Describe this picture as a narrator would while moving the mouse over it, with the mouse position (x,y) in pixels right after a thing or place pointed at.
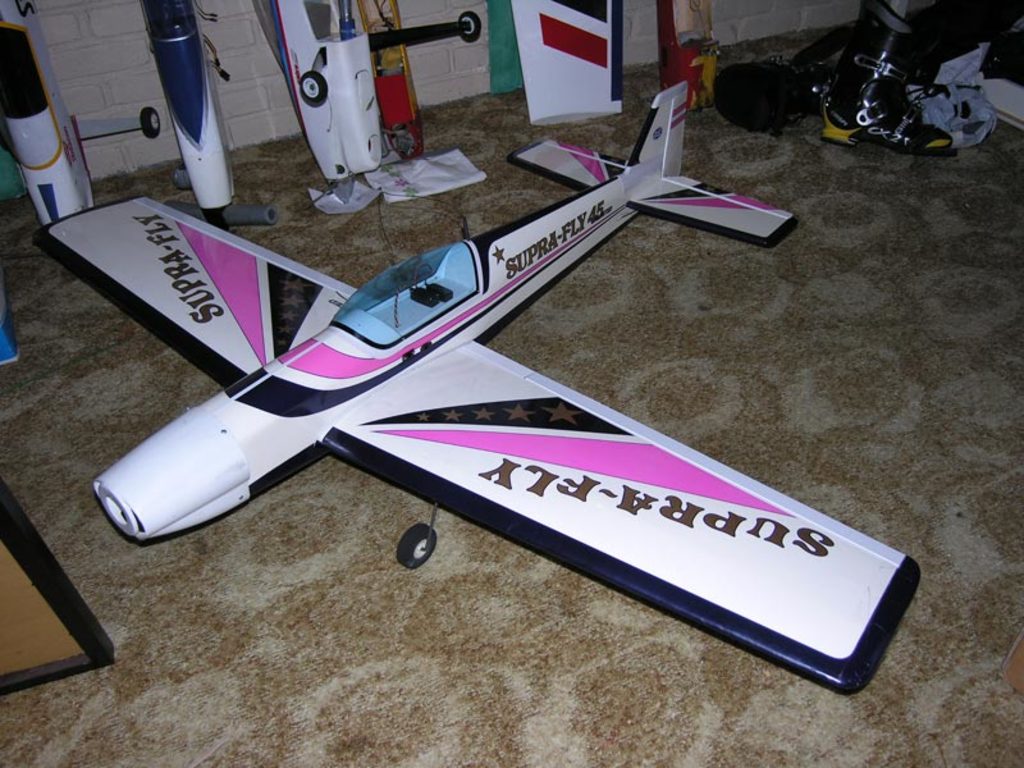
In this image there are toy airplanes (475,369) and on the right side (866,84) there are boots (882,77) visible and there are objects (947,112) on the ground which are black and gray in colour. In the center (347,354) on the toy airplane (247,377) there are some texts (608,491) written on it.
